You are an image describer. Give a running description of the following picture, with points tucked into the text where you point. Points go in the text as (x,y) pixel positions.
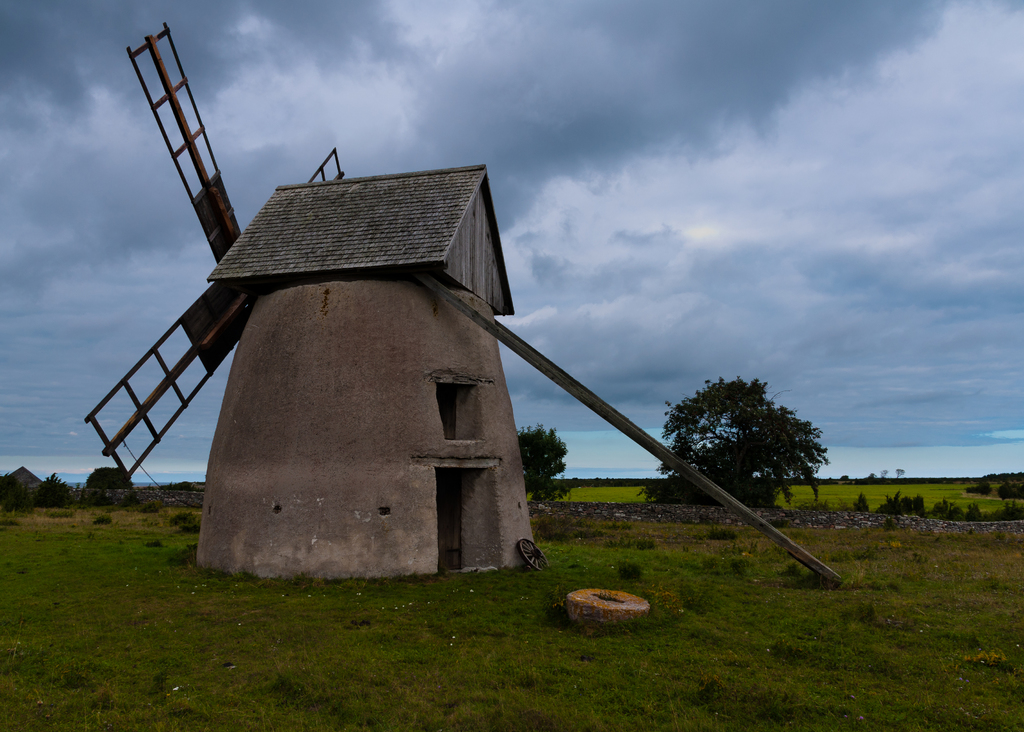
In the middle (481,415) there is a windmill (421,364), behind this there are trees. At the top (705,221) it is the cloudy sky (699,274).
